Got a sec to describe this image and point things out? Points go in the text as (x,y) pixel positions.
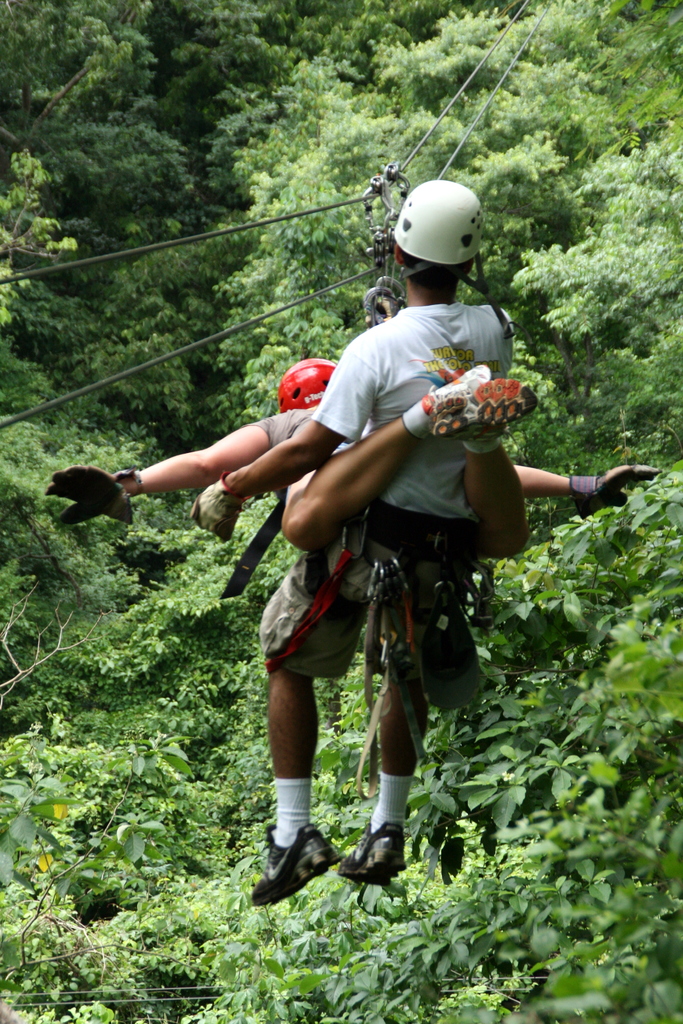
This picture is clicked outside the city. In the foreground (476,556) we can see the two persons (406,220) wearing helmets (455,240) and hanging on the cable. In the background (149,691) we can see the trees (294,225).
